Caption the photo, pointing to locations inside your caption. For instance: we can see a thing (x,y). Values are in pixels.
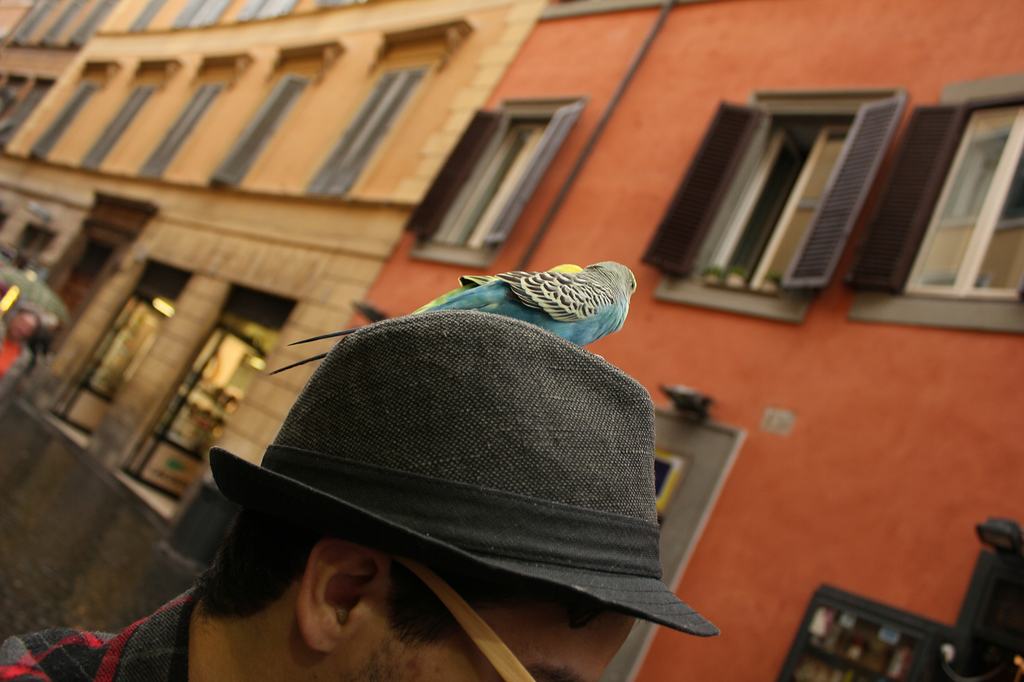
In this picture there is a person (118,653) wore hat (611,394) and we can see a bird (623,313). In the background of the image (552,204) we can see buildings (212,130), windows (128,341) and person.
